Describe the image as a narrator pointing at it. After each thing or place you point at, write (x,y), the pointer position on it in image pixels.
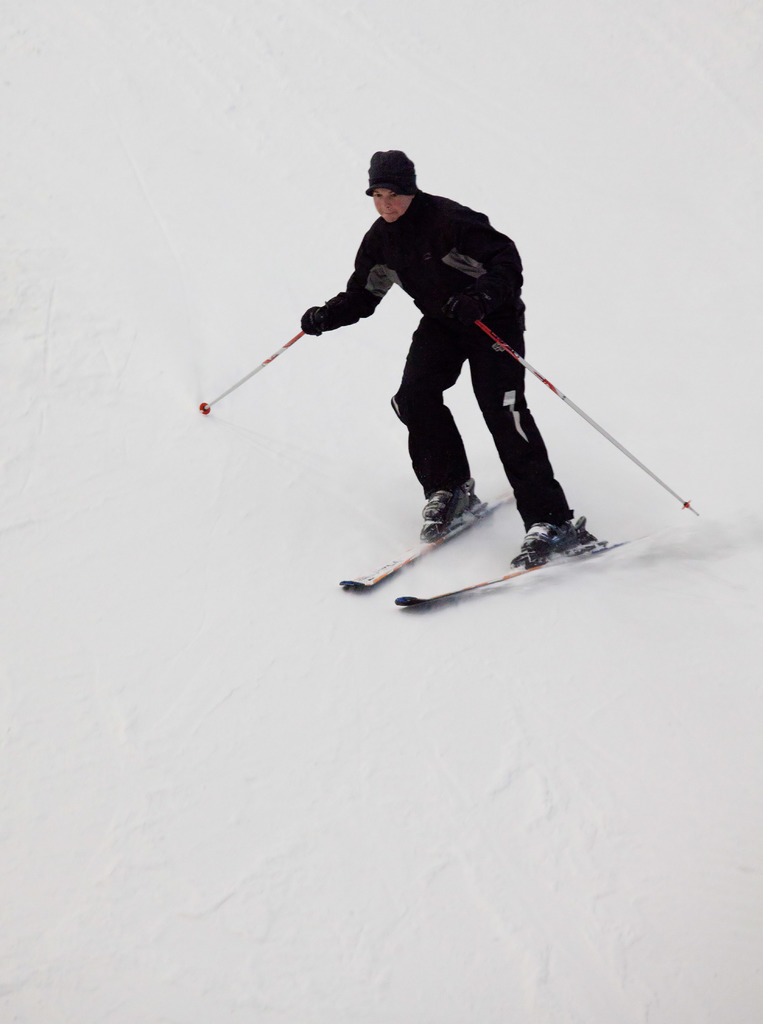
In this picture we can see a person (390,222) wore a cap (372,191), gloves (485,298) and holding sticks (507,351) and standing on skis (477,515) and skiing on snow (522,604).
